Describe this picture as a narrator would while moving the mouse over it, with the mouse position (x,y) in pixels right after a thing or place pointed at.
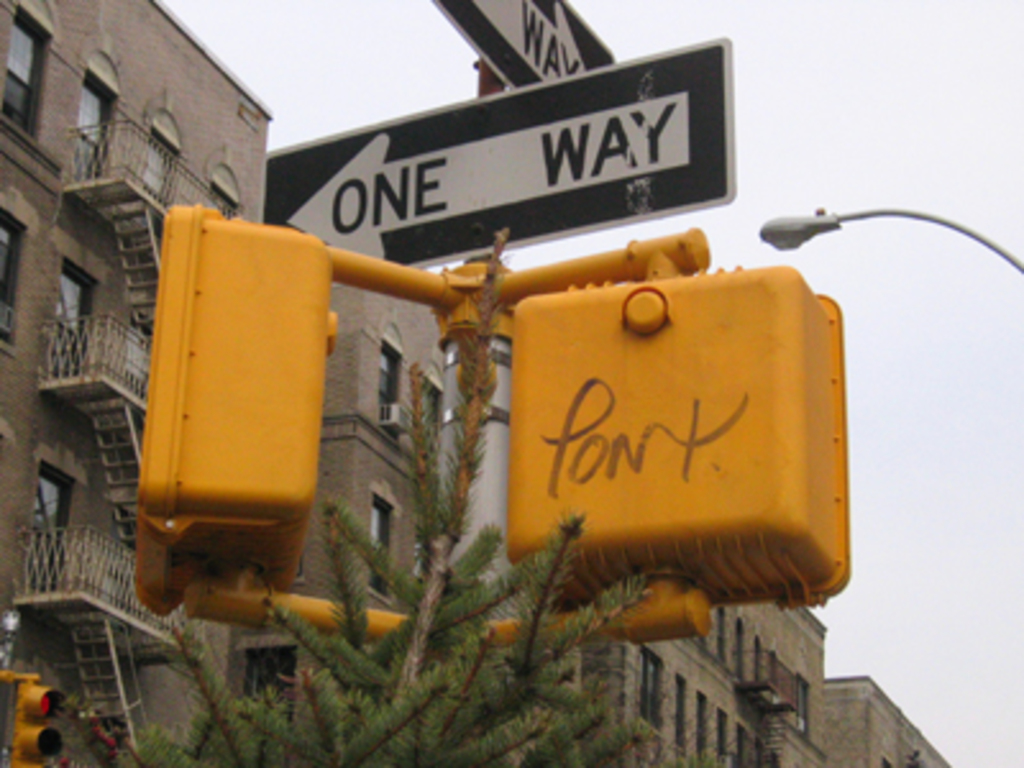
We can see traffic signals (218,341), boards (495,99), light (809,239) and poles (448,358). We can see buildings (59,659), steps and railings (86,546). In the background (1014,571) we can see sky (927,722).
